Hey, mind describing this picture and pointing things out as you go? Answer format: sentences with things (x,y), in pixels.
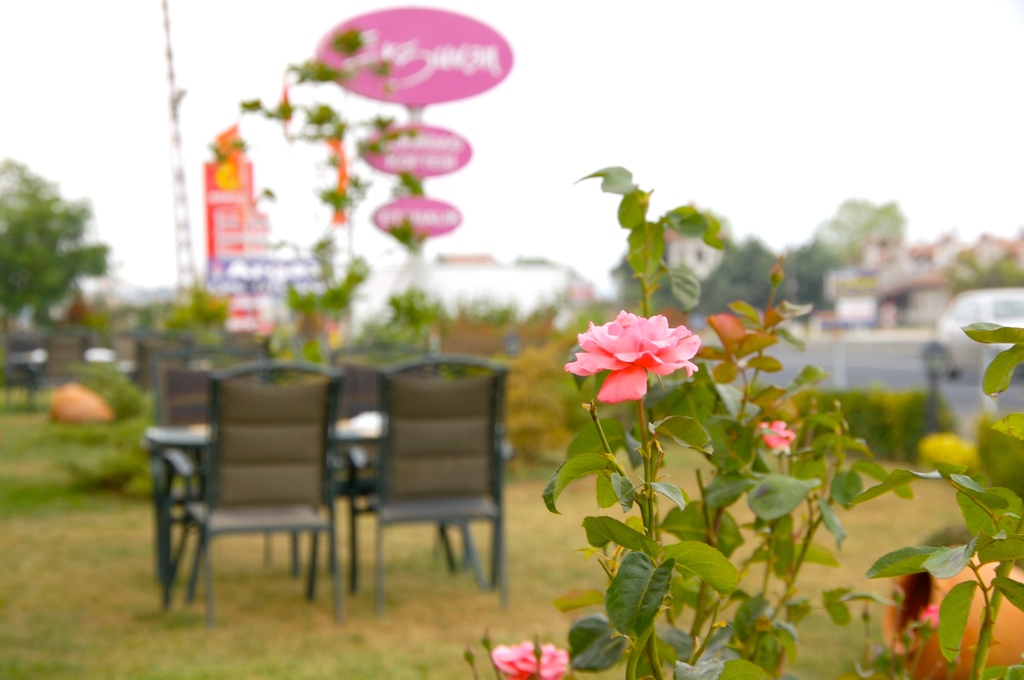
In this image i can see there are few chairs (243,475) and a table (208,437) on the ground (304,658). I can also see a flower plant (697,391) and a tree (20,304).
